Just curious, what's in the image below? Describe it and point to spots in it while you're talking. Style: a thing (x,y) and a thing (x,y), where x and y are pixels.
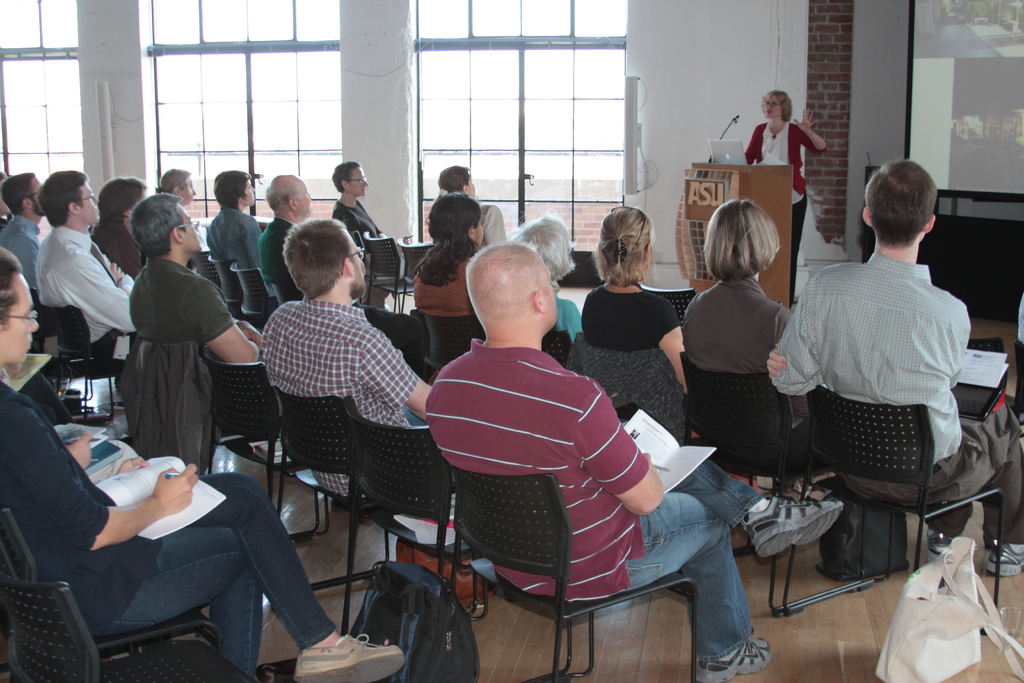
This image is clicked in a meeting room (652,205). There are many people (103,212) sitting in the chairs (388,526). To the right (778,132), there is a woman (774,119) standing near the podium (766,172) and talking. To the right (933,93), there is a projector screen (949,90). To the left (170,81) in background (450,60) there are windows (588,131) and pillars (344,38).
